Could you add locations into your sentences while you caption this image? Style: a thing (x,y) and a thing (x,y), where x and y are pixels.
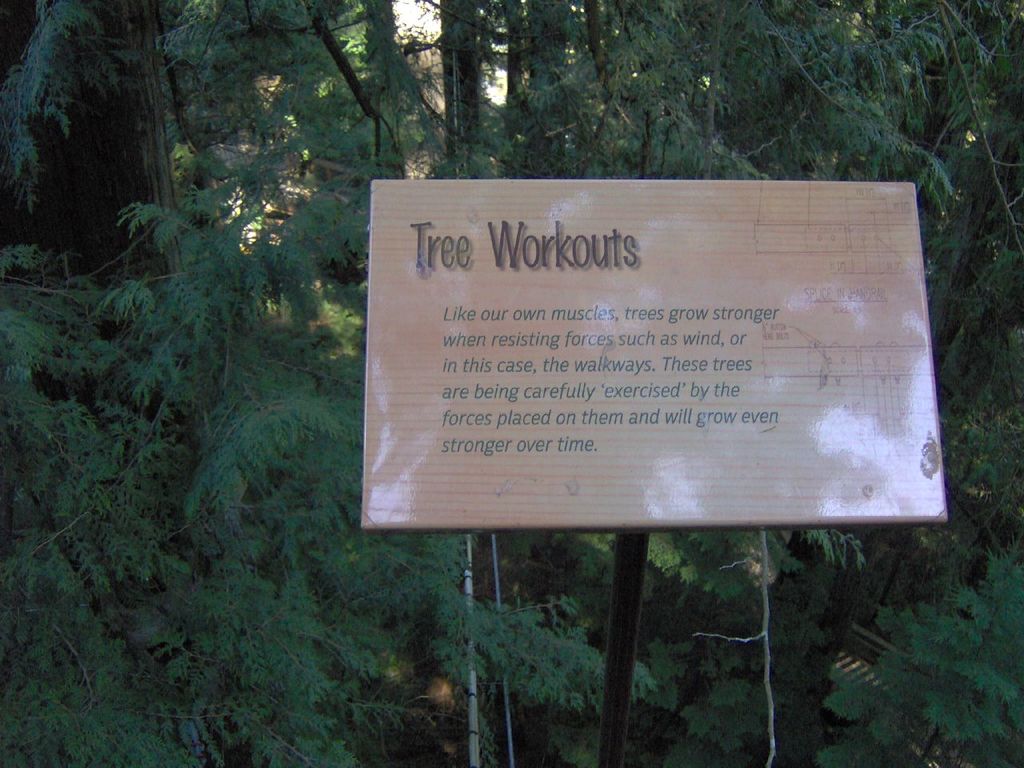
In this image I can see a pole (632,542) and on it I can see a cream colour board (469,381). I can also see something is written on this board (569,344). In the background (170,278) I can see number of trees (737,116).
